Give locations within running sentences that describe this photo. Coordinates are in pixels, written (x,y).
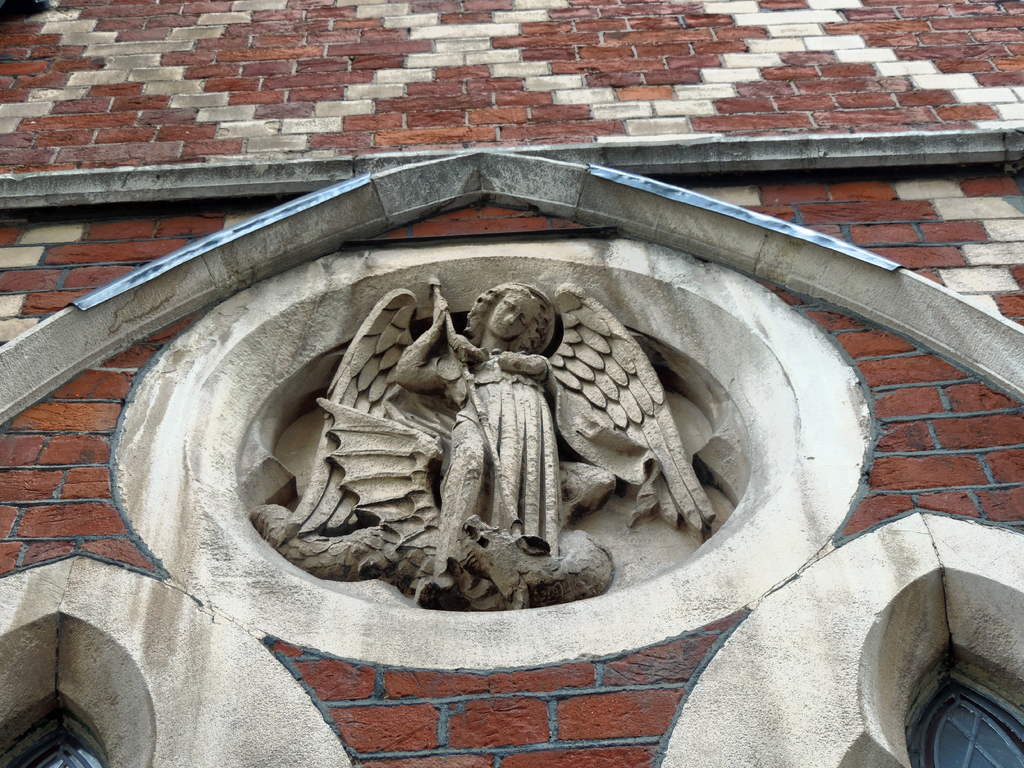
In the image there is a statue (399,507) in the middle of the brick wall (842,308) with two windows (915,720) below it on either side.
